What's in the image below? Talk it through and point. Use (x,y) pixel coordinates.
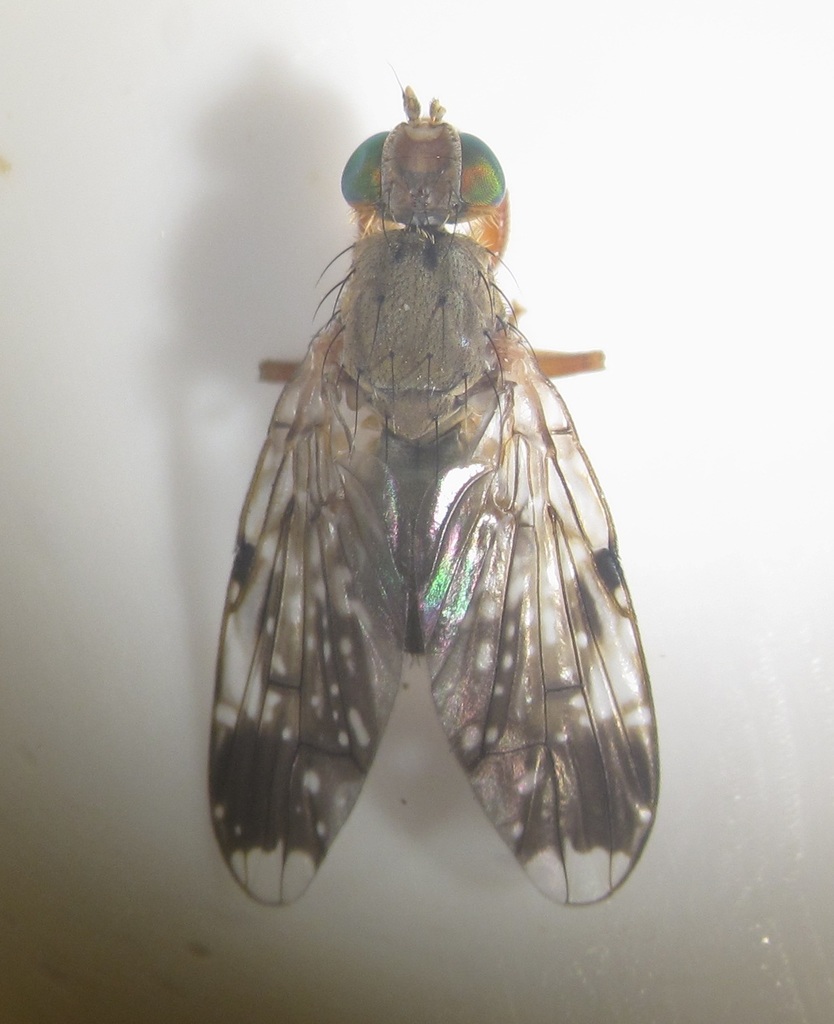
In this image we can see a fly (393,201) on a platform (225,141).
